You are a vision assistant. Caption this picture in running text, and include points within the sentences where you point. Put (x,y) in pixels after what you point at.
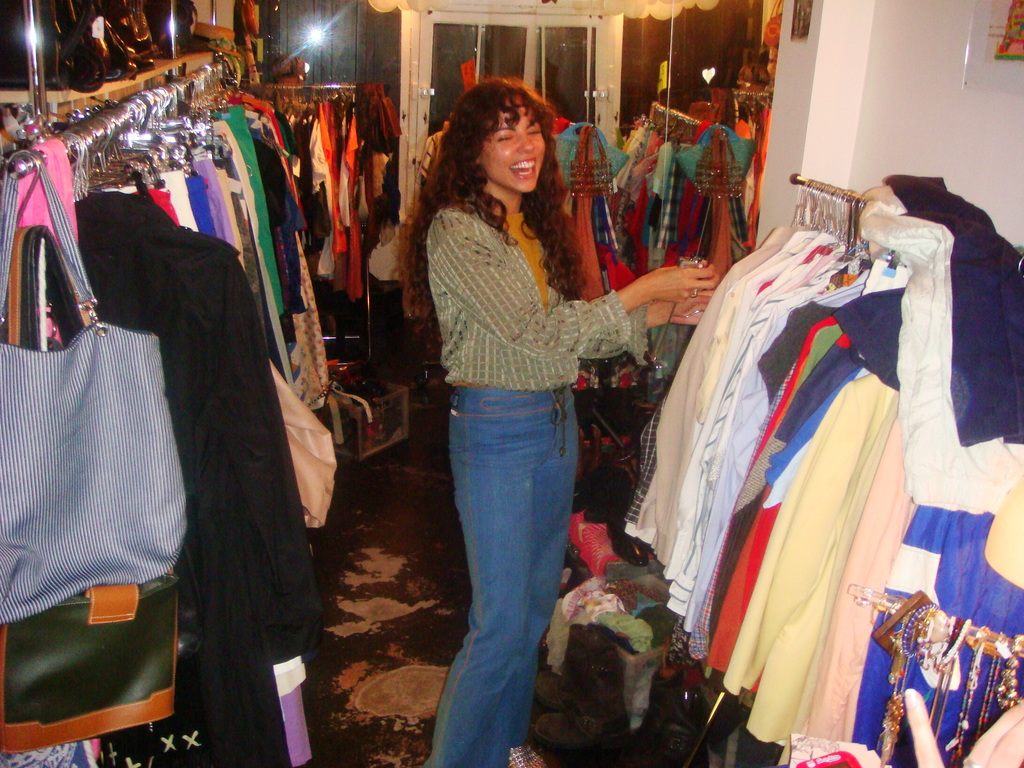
In this image, we can see some clothes (693,206) and bags (134,503) on hangers (149,149). There is a person (483,146) in the middle of the image (538,423) standing and wearing clothes (513,569).
